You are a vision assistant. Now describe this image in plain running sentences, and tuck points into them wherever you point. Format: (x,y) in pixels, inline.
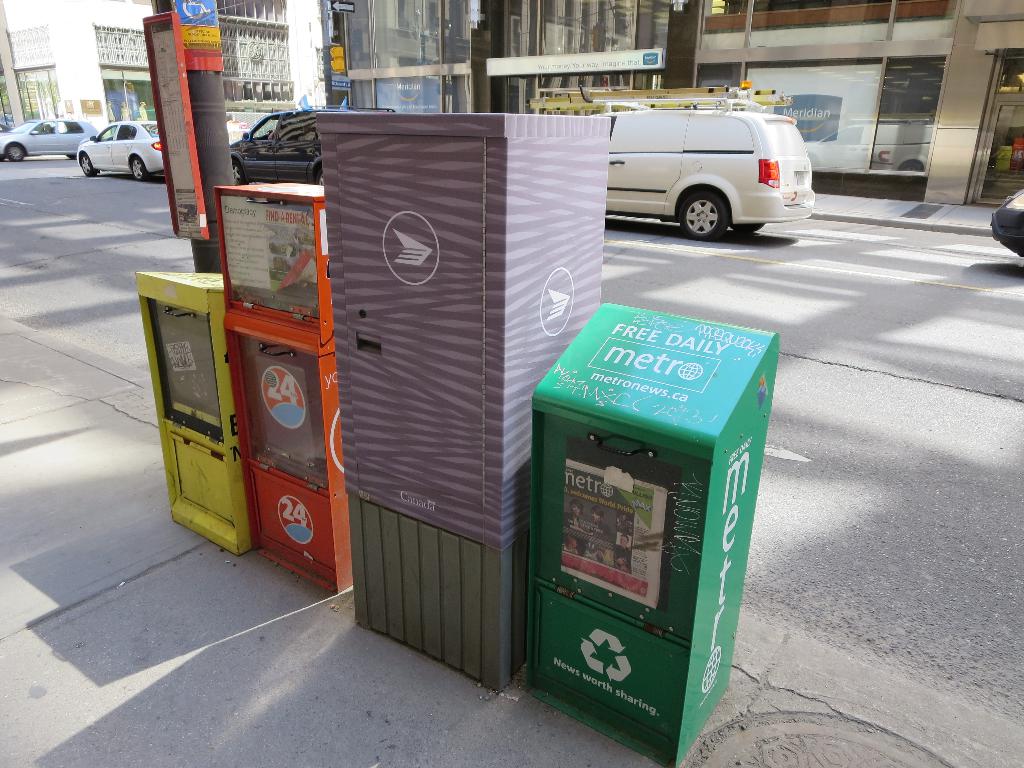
In this picture I can see few bins (466,409) in the middle (458,456), in the background (981,197) there are vehicles (86,134) and buildings (714,70).
